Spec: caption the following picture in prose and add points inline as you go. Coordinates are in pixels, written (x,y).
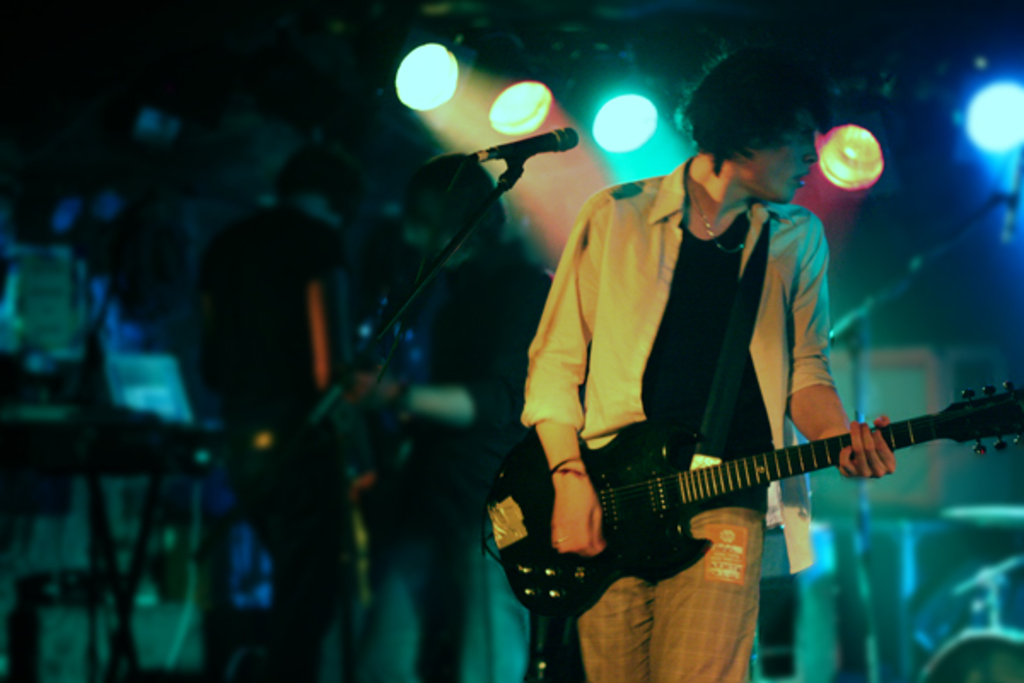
A man (689,335) is Standing in the right (683,350) and hand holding a guitar (800,460). He wear a good dress (710,359) behind him there are disco lights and in the left (209,325) few people (209,325) are standing.
